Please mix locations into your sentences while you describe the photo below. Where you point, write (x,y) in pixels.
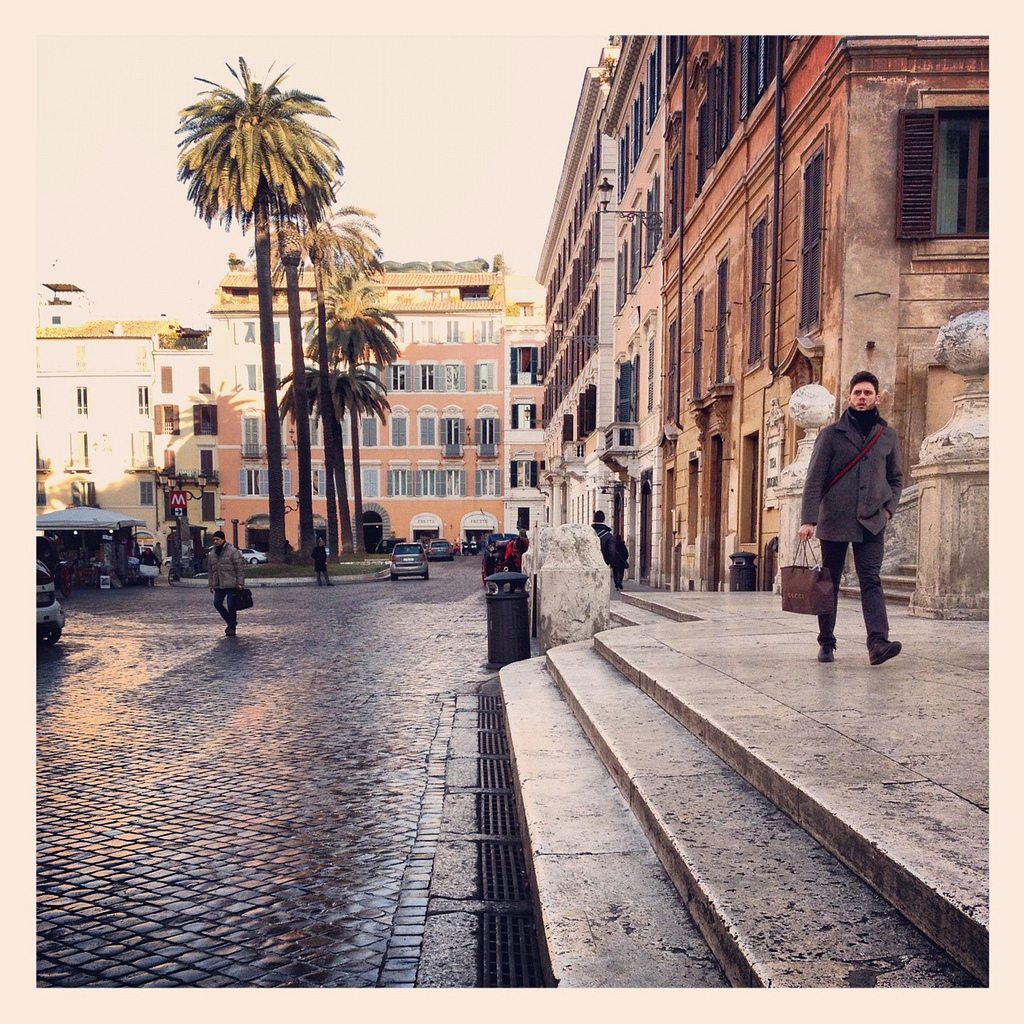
This image is taken outdoors. At the bottom of the image (355,779) there is a floor (380,774) and there are few stairs (716,825). At the top of the image (379,129) there is the sky (455,125). In the background (509,393) there are a few buildings (768,370) with walls (851,292), windows (618,381) and roofs (592,113). In the middle of the image (400,573) two cars (400,573) are moving on the road (306,603). On the left side of the image (43,635) a car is parked on the floor (70,654) and there is a tent (88,531). Two people (213,578) are walking on the floor (350,669). On the right side of the image (834,501) a man (837,436) is walking on the floor (800,658).
